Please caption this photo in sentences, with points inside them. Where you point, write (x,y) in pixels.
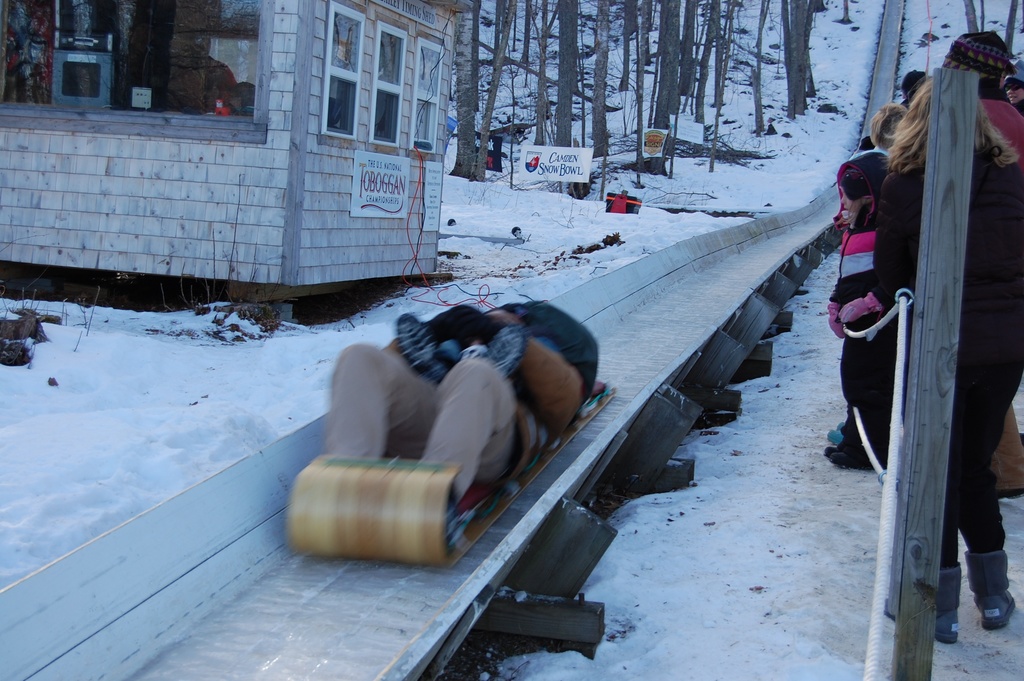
In this image background (528,190) is filled with a snow (101,444). Few people (862,182) are standing in a group (846,321) and watch sliding person (430,397). A person (494,397) is sliding in the image.
